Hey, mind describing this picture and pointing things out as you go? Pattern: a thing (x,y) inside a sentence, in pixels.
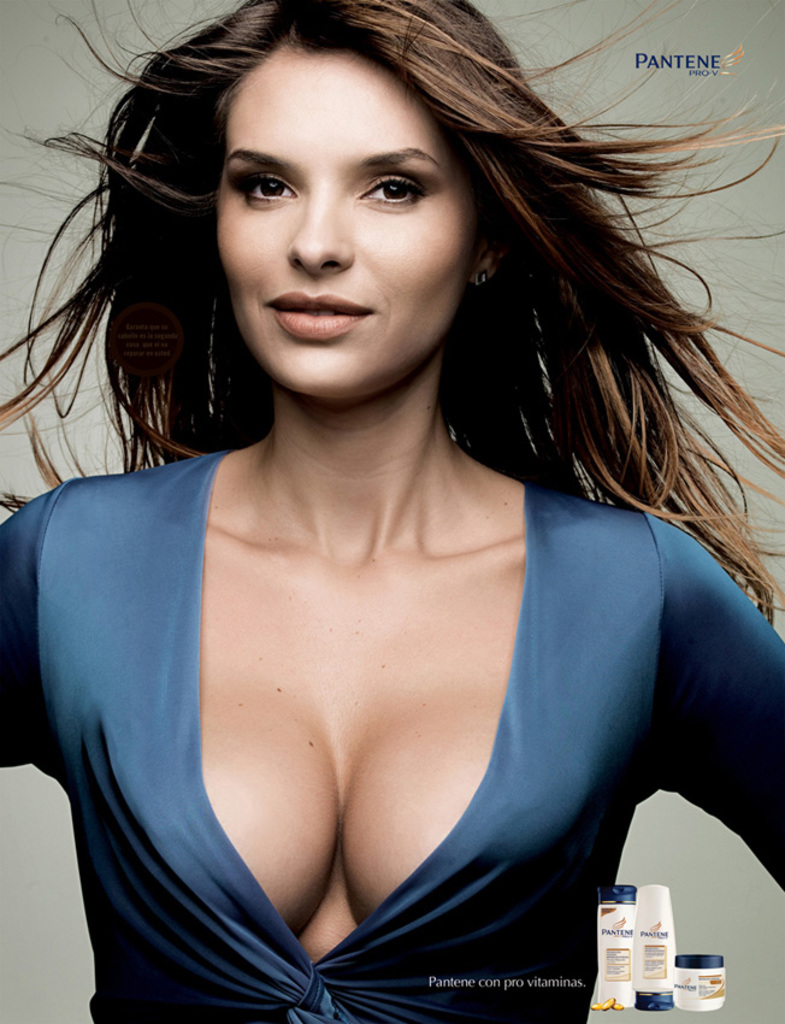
In this picture I can observe a woman (197,698). The woman (223,401) is smiling. She is wearing blue color dress (89,642). On the bottom right side (618,960) I can observe toiletries (613,970). In the background (727,952) there is a wall (29,148).
